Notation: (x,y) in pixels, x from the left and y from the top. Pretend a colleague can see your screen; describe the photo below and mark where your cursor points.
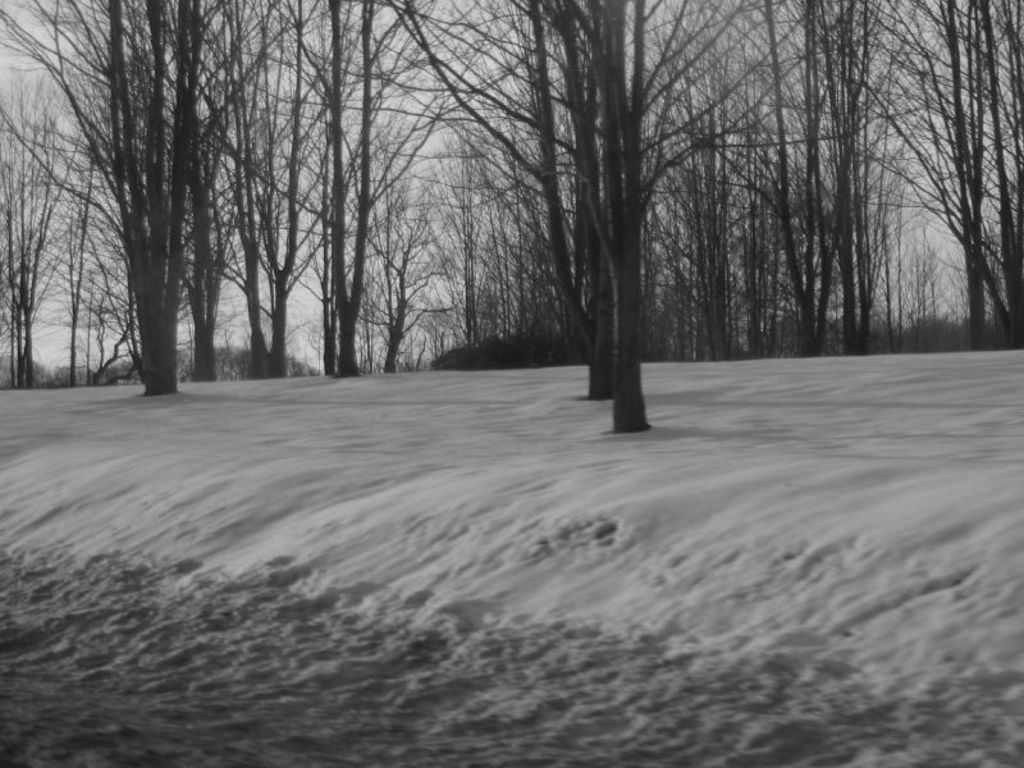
This is a black and white picture. I can see snow (106,400) and there are trees (604,221).
